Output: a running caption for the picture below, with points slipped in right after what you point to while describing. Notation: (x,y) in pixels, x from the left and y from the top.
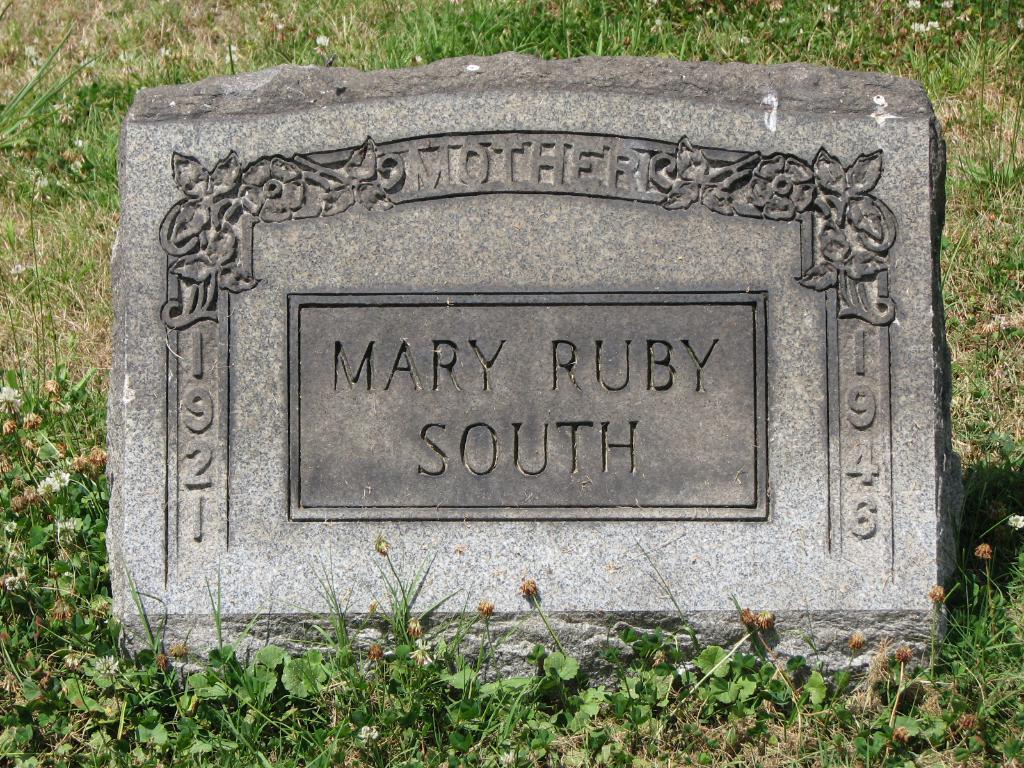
In this image I can see it is a grave board (602,364) with some text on it and this is the grass (159,678), at the bottom (401,660) there are flower plants (484,657).
